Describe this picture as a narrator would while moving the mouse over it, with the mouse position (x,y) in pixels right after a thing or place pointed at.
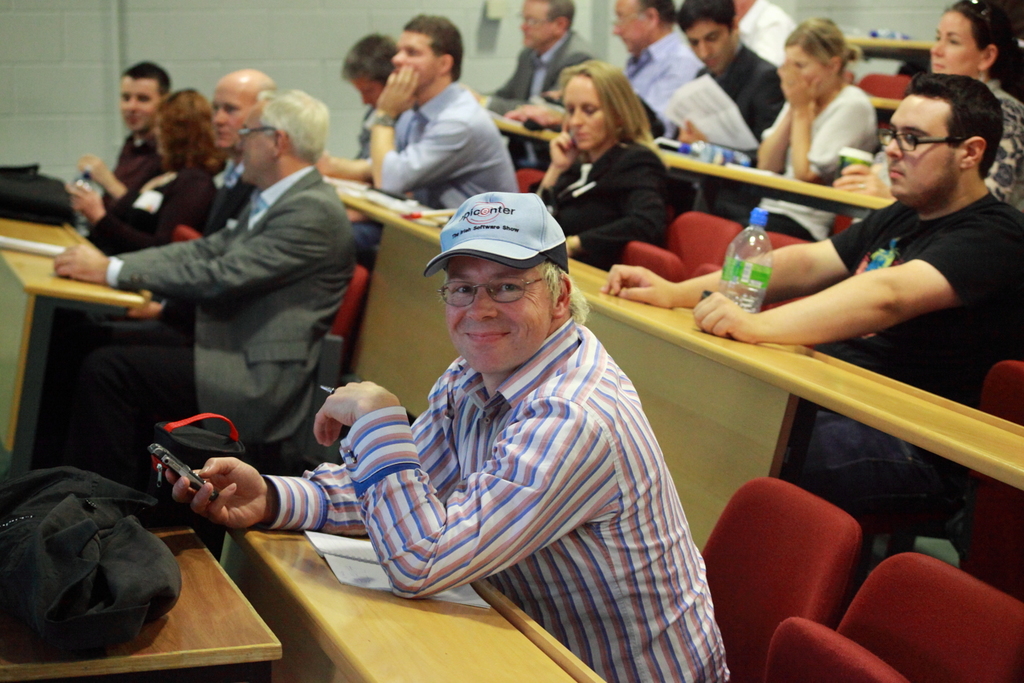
The picture is taken inside a room (655,267) where number of people (693,297) are sitting on the chairs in front of their desks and on right corner of the picture (875,293) there is a person (930,240) in black t-shirt (954,255) wearing glasses (906,146) and a bottle (763,295) in front of him and in the center of the picture (596,435) a person (366,487) is wearing cap (501,235) and a mobile (191,482) in his hand (211,503) and a bag (154,583) in front of him and in the left corner of the picture (134,155) there is one man (150,155) in brown shirt (134,168) in front of him there is a bag (46,187).
